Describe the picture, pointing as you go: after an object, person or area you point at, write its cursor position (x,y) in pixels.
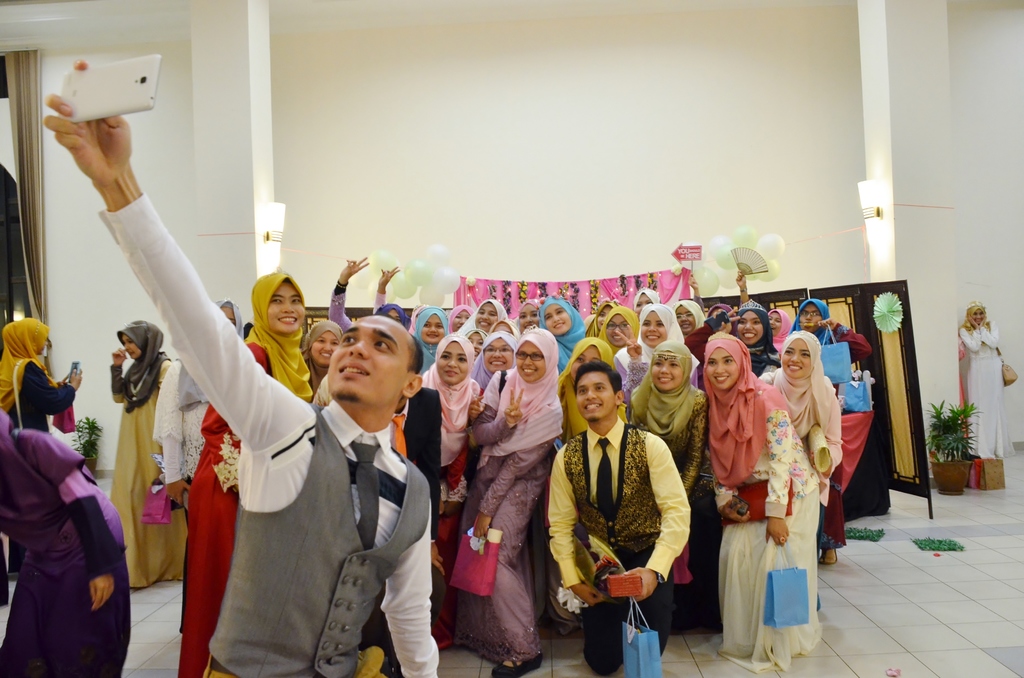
In this image I can see a person (326,406) wearing white shirt (232,392), grey tie (361,524) and grey jacket (292,574) is standing and holding a mobile (150,71) which is white in color in his hand (110,126). In the background (414,462) I can see number of people (549,405) standing and smiling, a pink colored cloth (634,287), few white colored balloons (704,274), a white colored wall (724,222) and the curtain (12,103).
